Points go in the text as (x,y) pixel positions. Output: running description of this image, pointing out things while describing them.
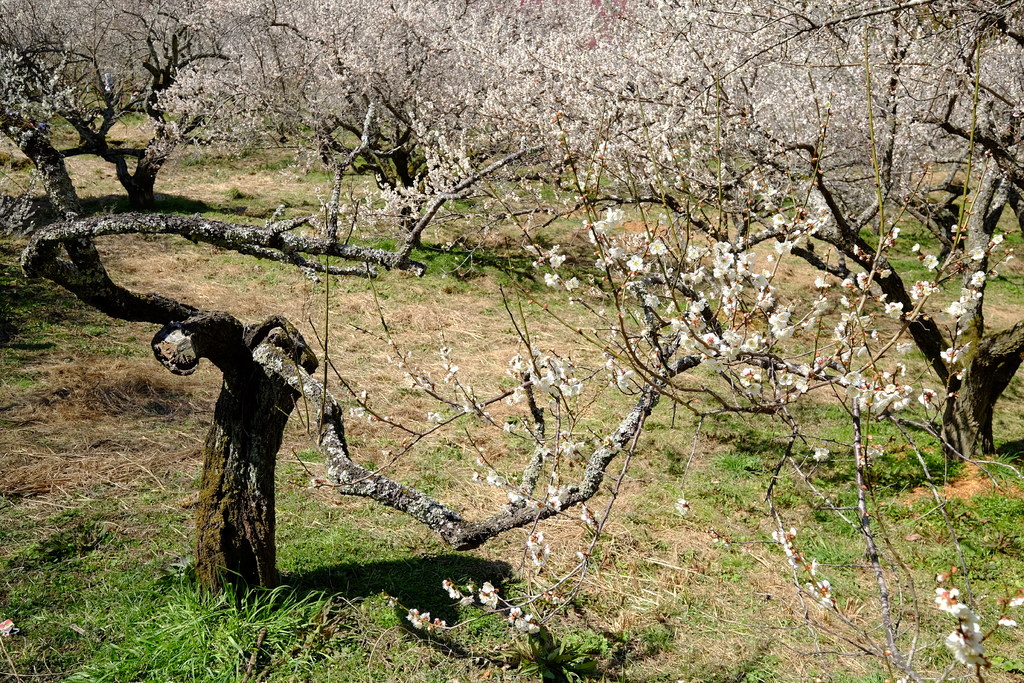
In this image I can see few white color flowers (204,49), trees (318,242) and the green grass (412,465).
